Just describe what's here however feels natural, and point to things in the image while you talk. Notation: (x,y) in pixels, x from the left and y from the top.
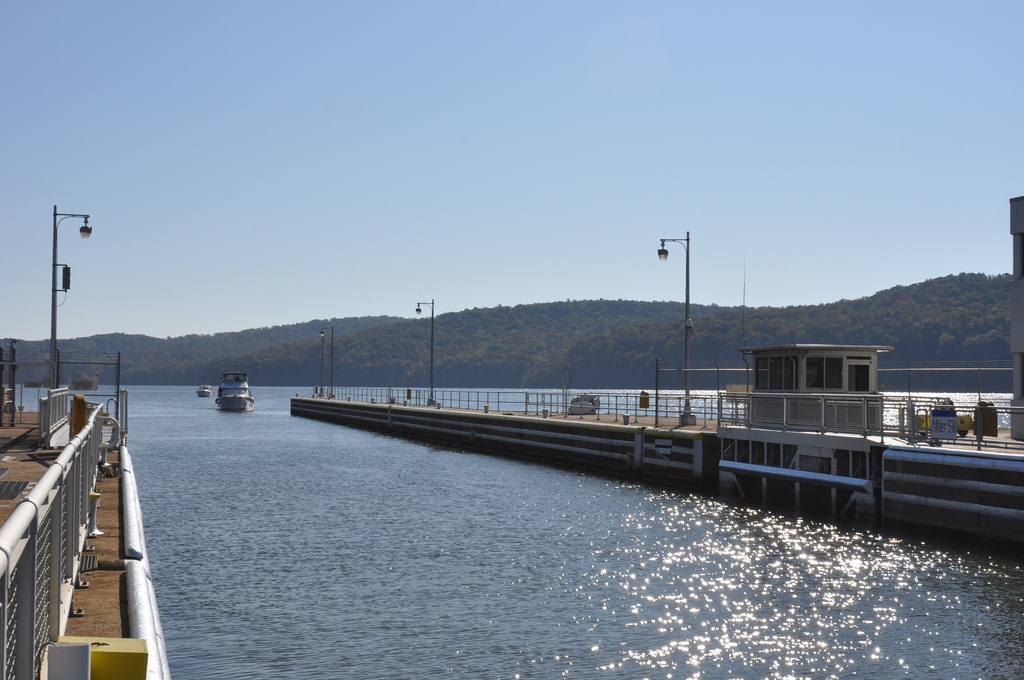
In this image there are bridges (315,415), two boats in the water (306,626), few lights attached to the poles (53,331), few mountains (437,353) and the sky (460,108).
